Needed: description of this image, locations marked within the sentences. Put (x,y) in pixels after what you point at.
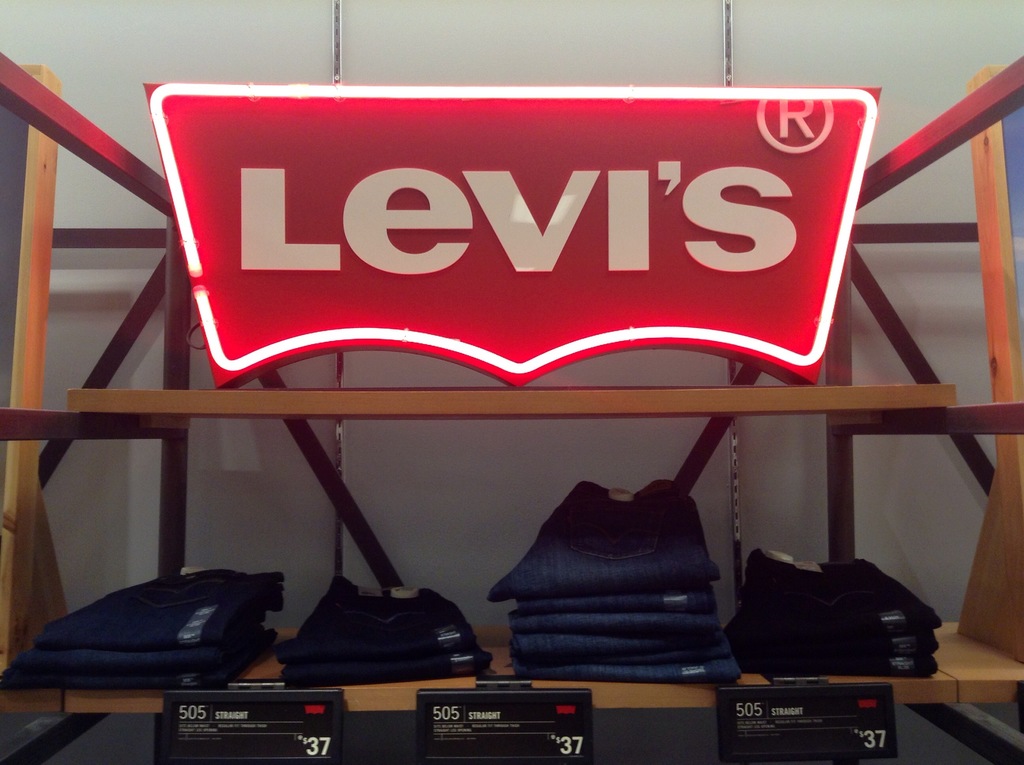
In this image I can see number of jeans (443,615) on the shelf (967,649). On the top of this image (811,95) and on the bottom side (297,693) I can see few boards (744,693) and on it I can see something is written.
